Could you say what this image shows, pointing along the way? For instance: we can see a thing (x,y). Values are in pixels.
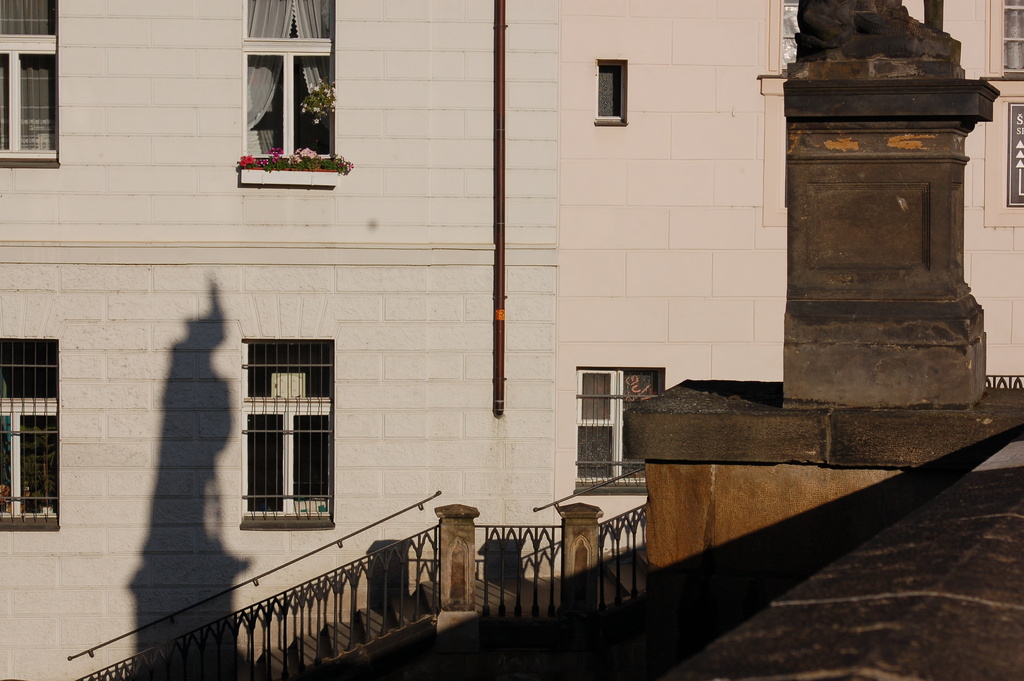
This picture shows buildings (355,310) and we see stairs (393,627) and few windows (297,455) on the wall (662,360).
